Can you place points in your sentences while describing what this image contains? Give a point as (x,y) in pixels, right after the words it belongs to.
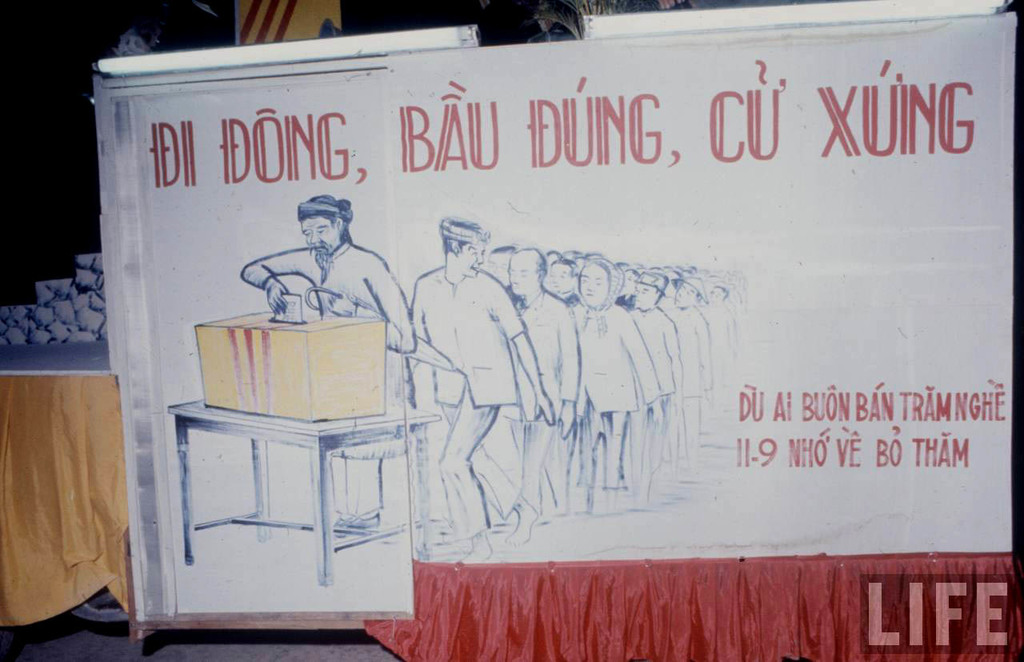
In this picture, we see a board (579,248) in white color with the sketch (500,323) of men (516,394) drawn on the board (301,336). In front of them, we see a table (285,437) on which a yellow color box (305,332) is placed. On top of the board (582,98), we see some text (455,137) written in red color. At the bottom (586,605), we see a sheet (762,601) in red color. On the left side (81,480), we see a yellow color sheet (58,424). In the background (253,5), we see a yellow color board (273,38). In the background (160,5), it is black in color.
